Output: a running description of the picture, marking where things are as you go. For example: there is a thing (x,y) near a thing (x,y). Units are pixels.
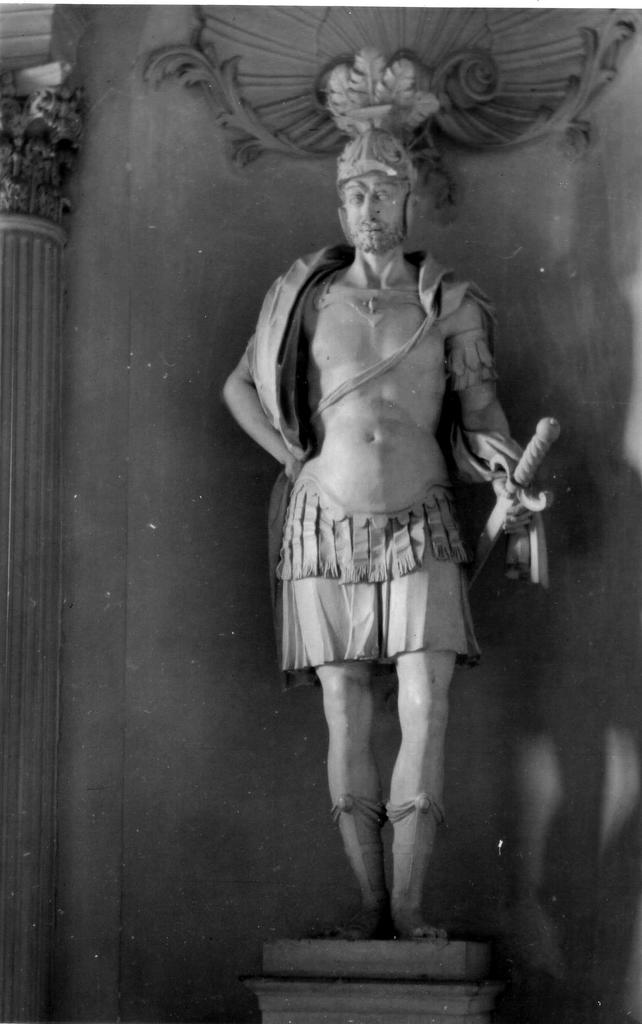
It is a black and white image. Here we can see a statue (407,624) and carvings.
